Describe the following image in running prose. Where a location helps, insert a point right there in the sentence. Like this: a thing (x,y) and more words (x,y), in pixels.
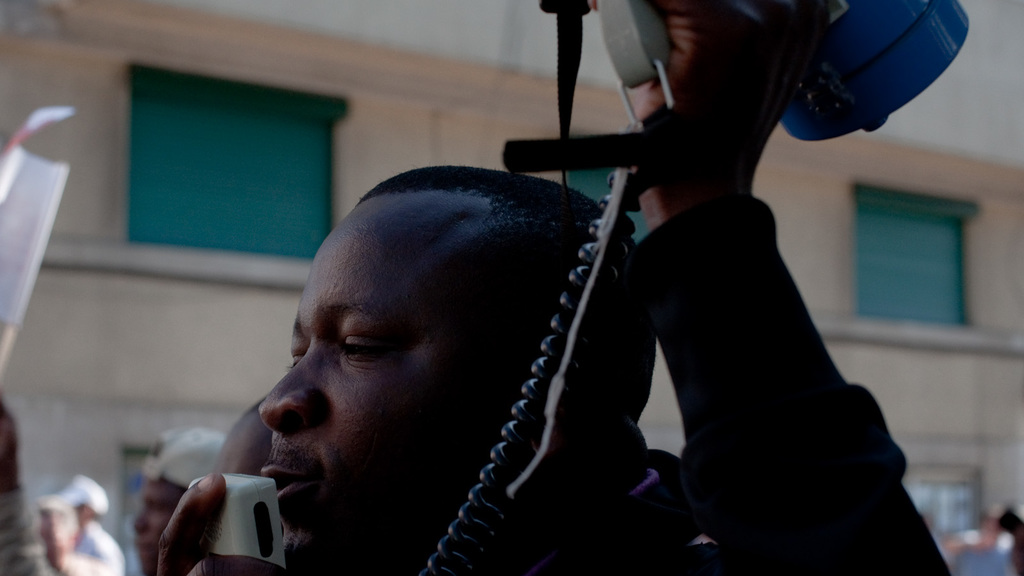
This man (471,332) is holding a speaker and mic (267,530). Far this is a building (353,161).
